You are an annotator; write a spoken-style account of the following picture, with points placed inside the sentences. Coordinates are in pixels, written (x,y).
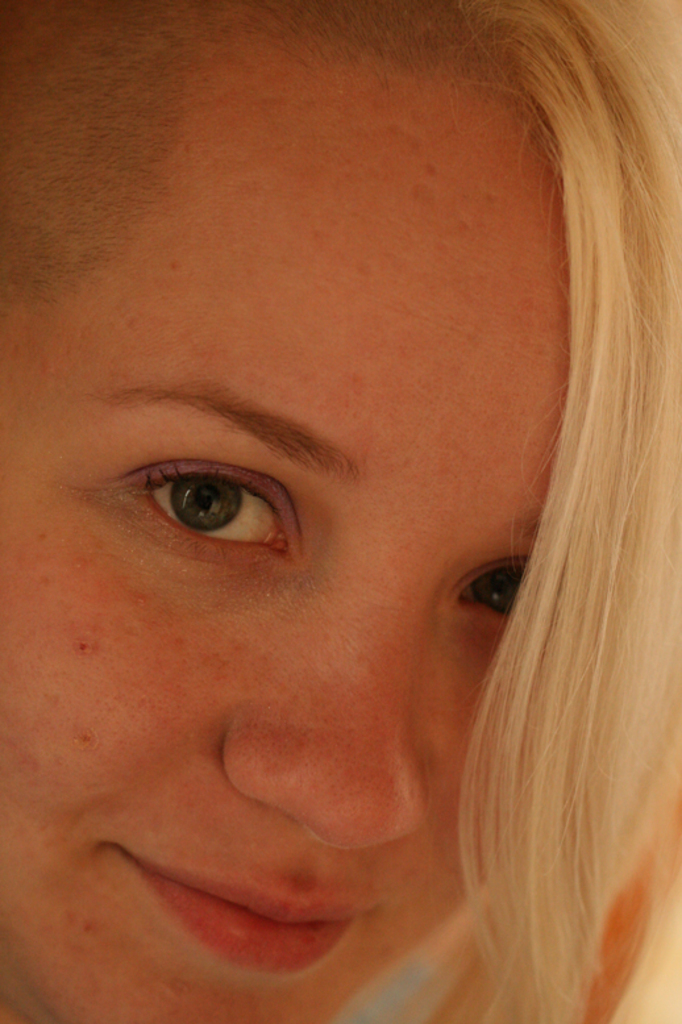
In this image in the foreground (302,580) there is one woman (267,533).
